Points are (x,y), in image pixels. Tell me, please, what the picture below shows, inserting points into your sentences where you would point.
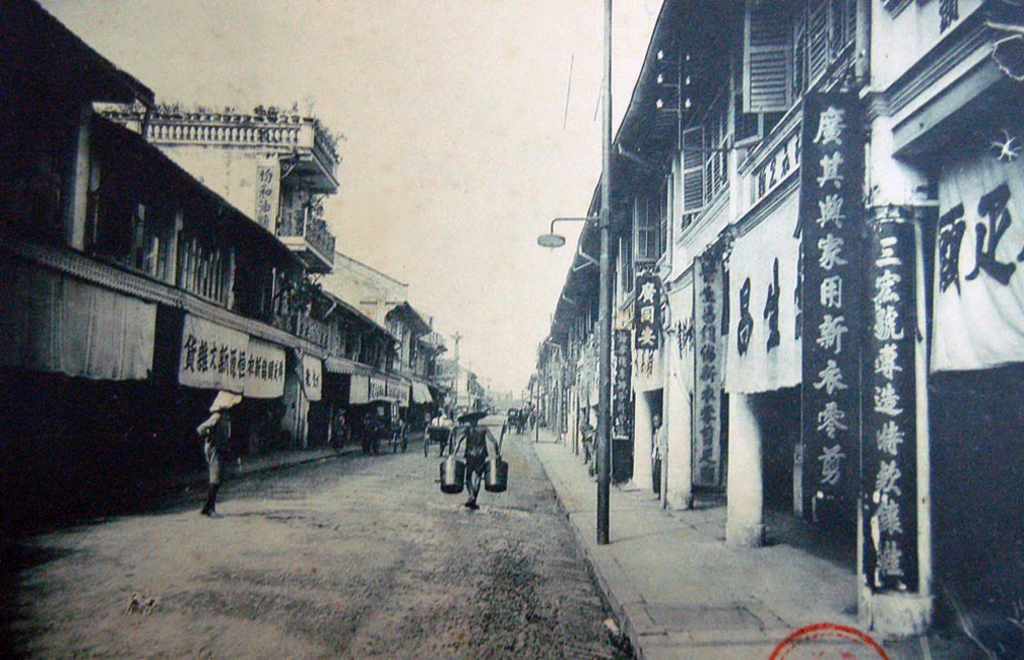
It is a black and white image. In this image we can see the buildings (326,310), hoardings (231,372) and also banners (386,385). We can also see the light poles (611,56) and some people (434,424) on the road (438,579). Image also consists of the cart vehicles (427,433). At the top (414,123) we can see the sky (433,126) and we can also see the stamp (829,633) on the right (859,637).
